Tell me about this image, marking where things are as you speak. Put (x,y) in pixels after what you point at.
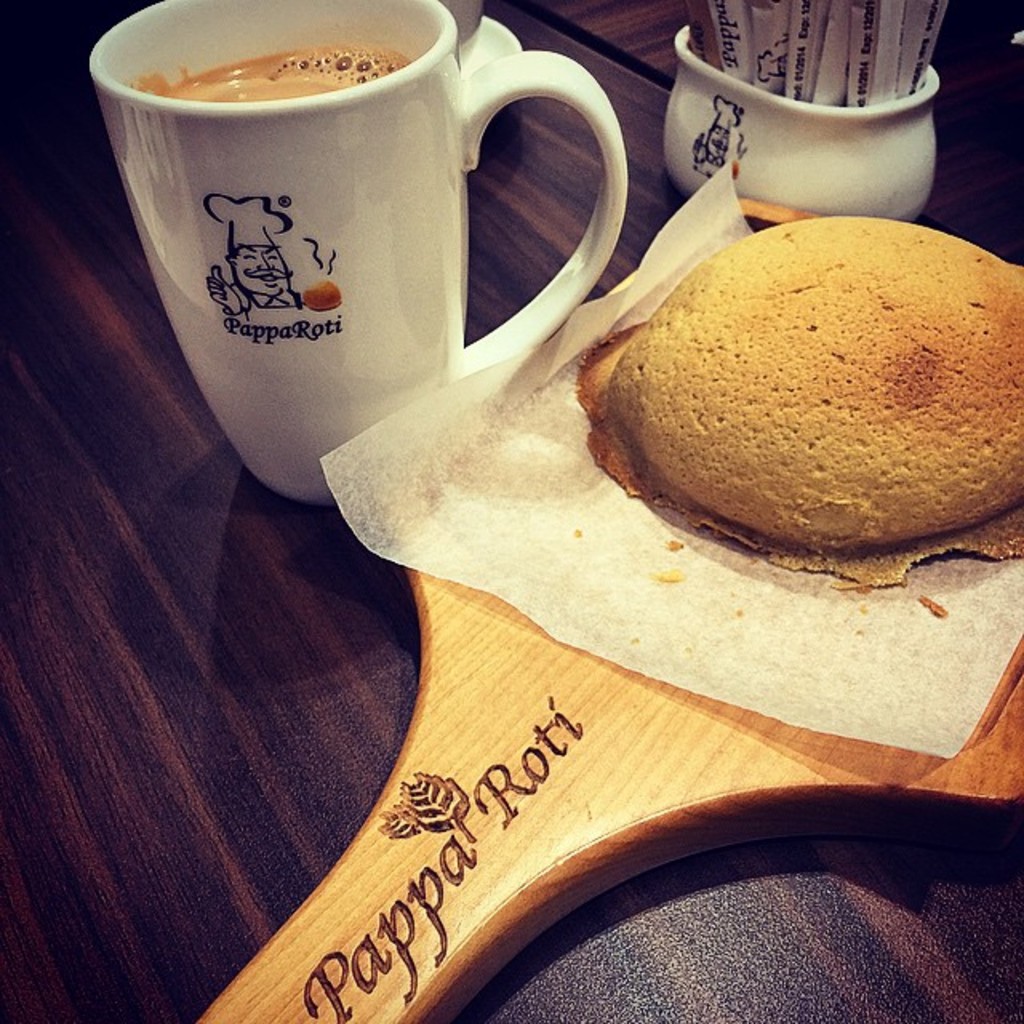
In the picture we can see a white color cup (139,206) with a drink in it, we can see wooden color object (445,774) upon that a food item (744,528) kept with oil paper (850,600) and we can see a bowl (853,108) with some objects (729,80). These all are placed on the wooden surface (124,869).
